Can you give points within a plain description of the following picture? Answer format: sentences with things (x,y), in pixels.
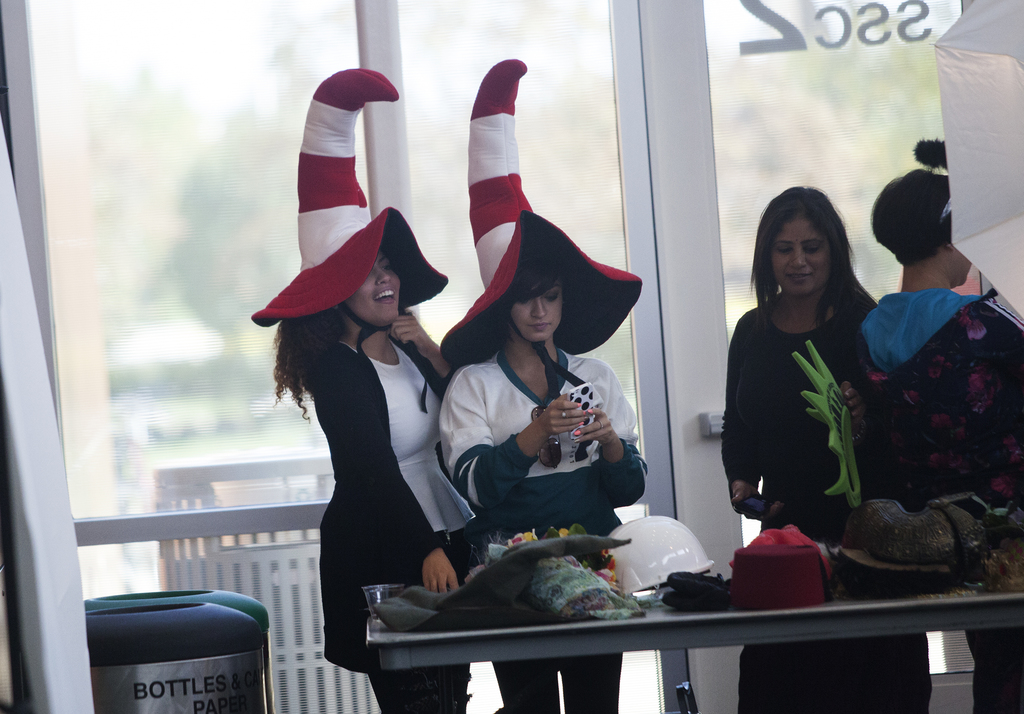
In this image there are group of people (970,465) standing together wearing drama costumes (511,475), in front of them there is a table (1017,615) with so many things (931,543), behind them there is a glass wall (413,217), also there are few dustbins (208,599) beside them.
